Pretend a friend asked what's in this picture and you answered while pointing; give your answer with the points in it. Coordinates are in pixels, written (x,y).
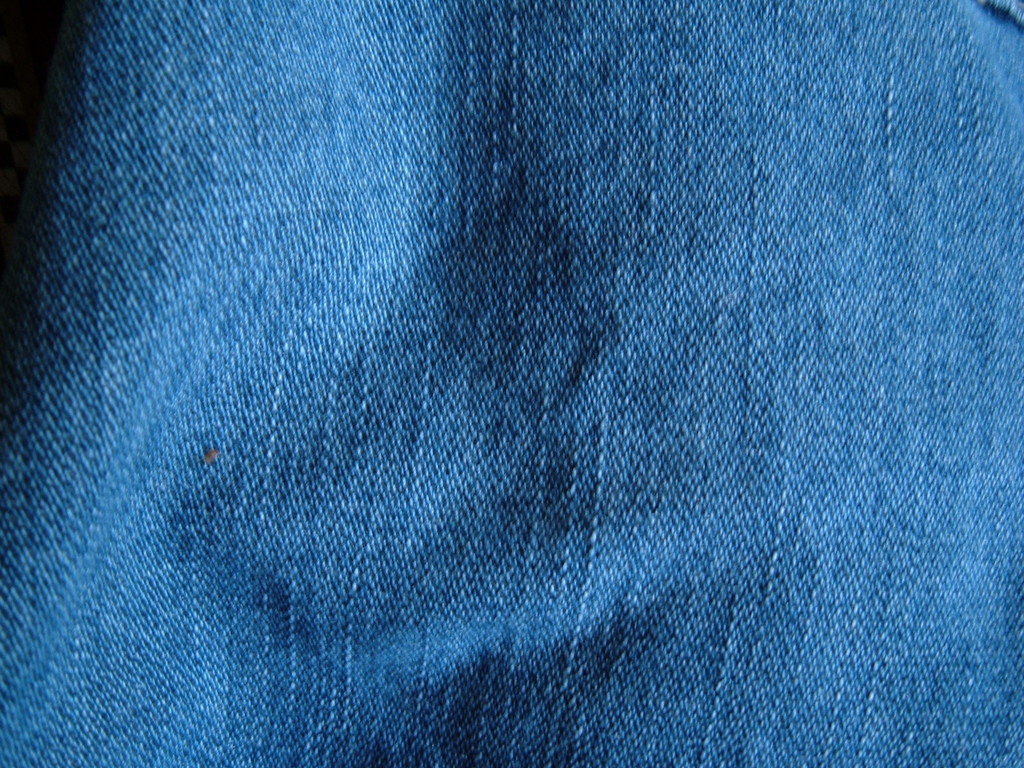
In this image I can see a blue colour cloth (474,430).
